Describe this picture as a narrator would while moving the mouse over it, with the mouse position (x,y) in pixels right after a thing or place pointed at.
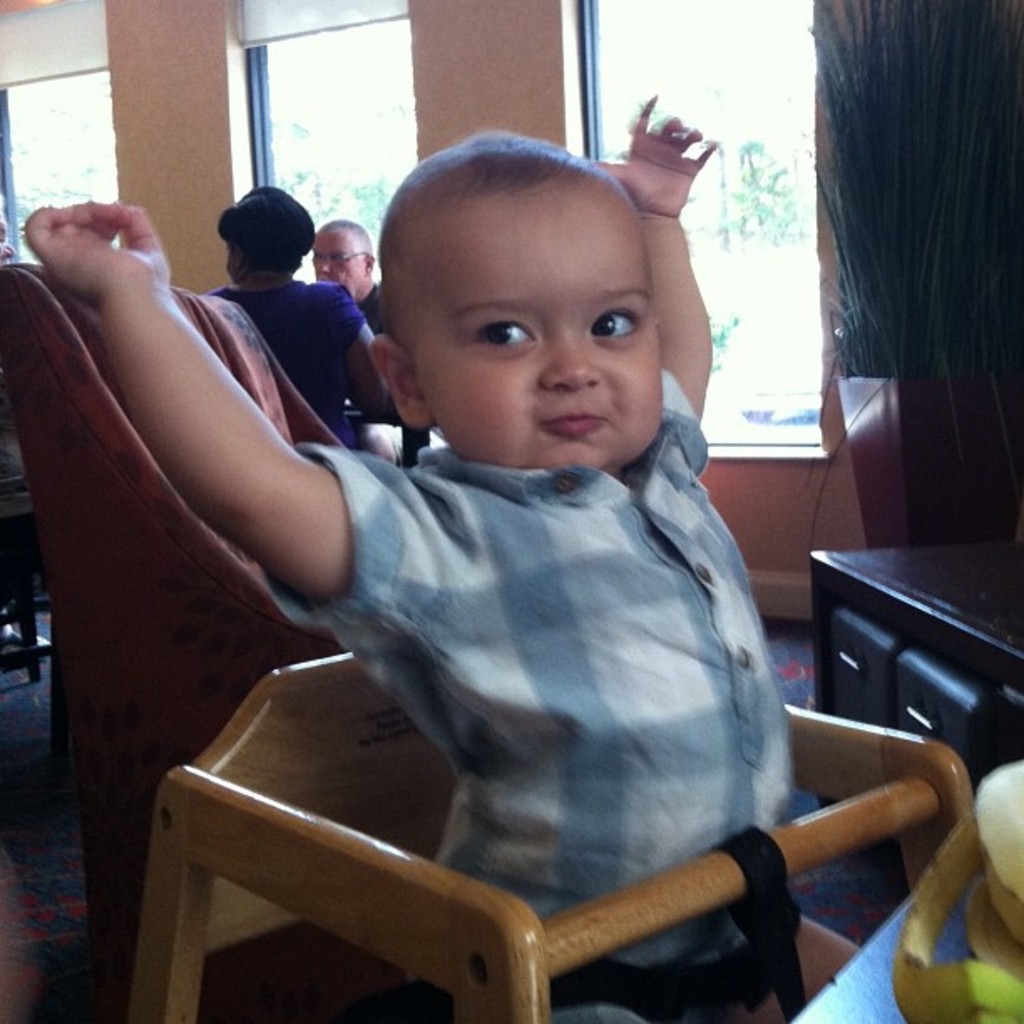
This image consists of a kid (499,677) sitting in a chair (592,986). In the background (327,413), there are two persons (331,386) sitting. At the bottom (72,965), there is a floor (62,944). In the background (390,34), there are windows (46,206). On the right (960,570), there is a cabinet (893,662).
